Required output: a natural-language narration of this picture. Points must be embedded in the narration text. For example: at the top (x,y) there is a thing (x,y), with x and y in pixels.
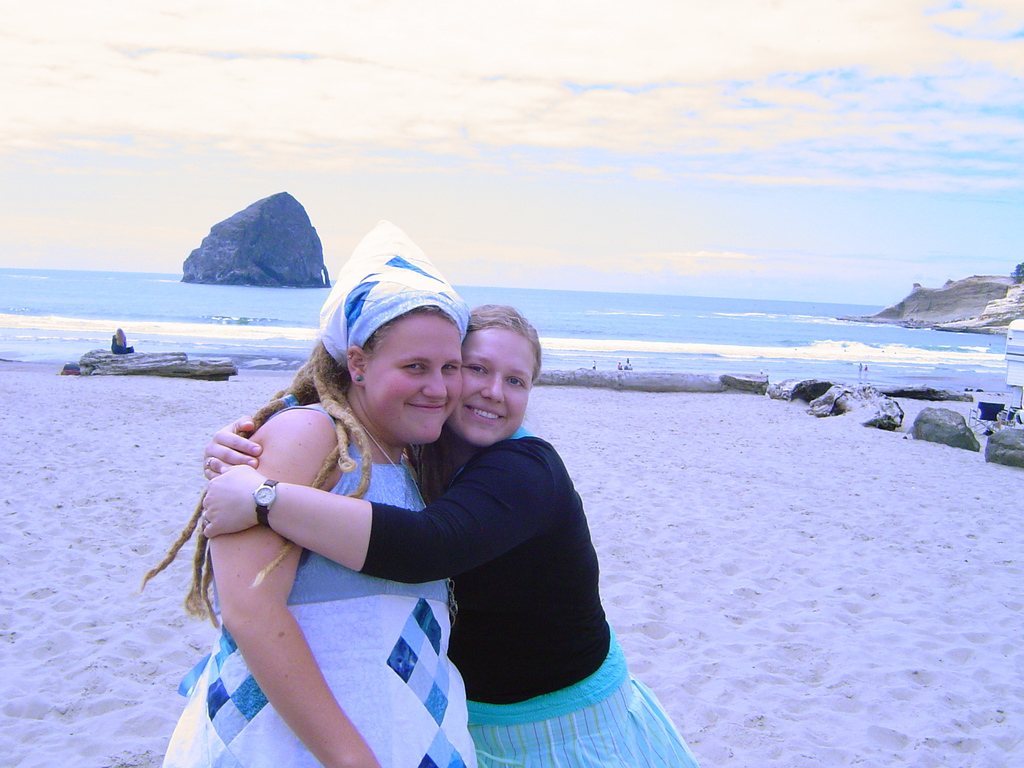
In the image there are two women (410,454) in front (308,417) hugging each other on the beach (725,734), in the back (121,307) there is ocean (215,294) with a hill (254,250) on the left side (258,230) and above its sky (700,184) with clouds (534,140).
